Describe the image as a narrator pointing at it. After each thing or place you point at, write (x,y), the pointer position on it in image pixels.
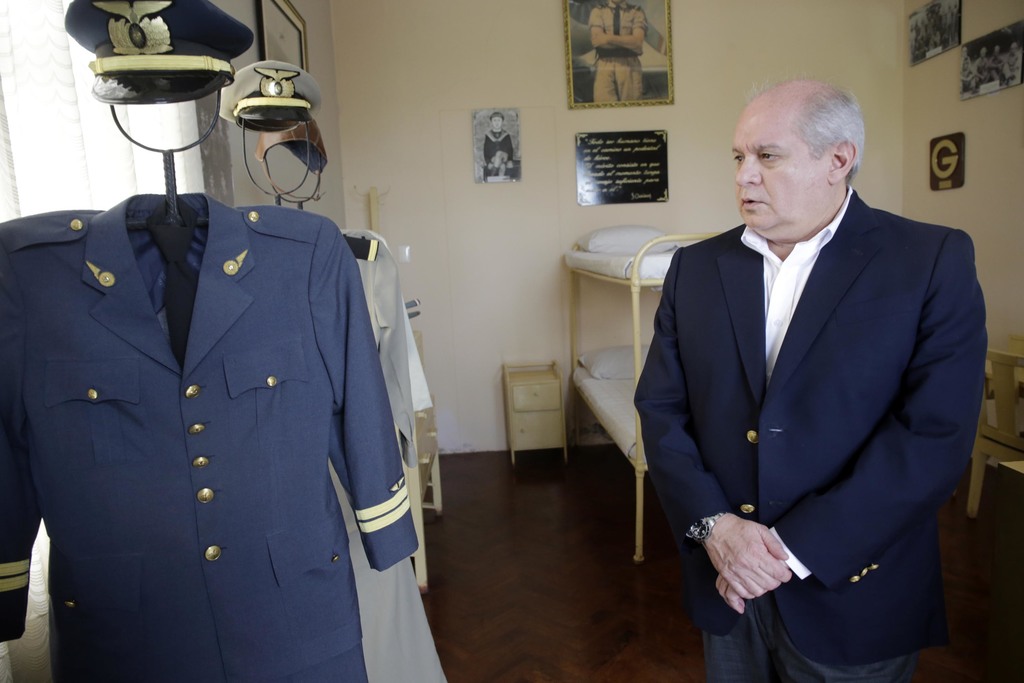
In the picture there is a person (710,361) standing, beside the person (729,508) there are hangers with the dresses (298,317) and caps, behind the person (695,333) there is a bed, there is a wall (413,6), on the wall (432,14) there are many frames (668,53) present.
